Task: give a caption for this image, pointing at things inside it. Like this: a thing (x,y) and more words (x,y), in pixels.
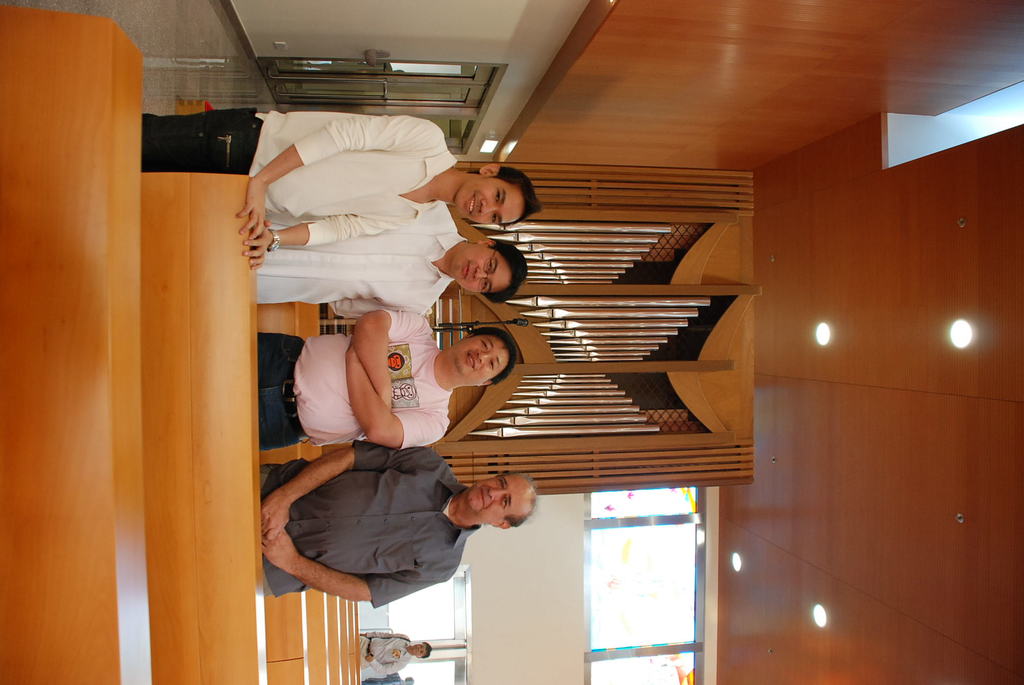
In the image we can see there are people (376,323) standing on the ground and there are benches (332,683). Behind there is another person (386,658) standing and there are lightings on the top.
